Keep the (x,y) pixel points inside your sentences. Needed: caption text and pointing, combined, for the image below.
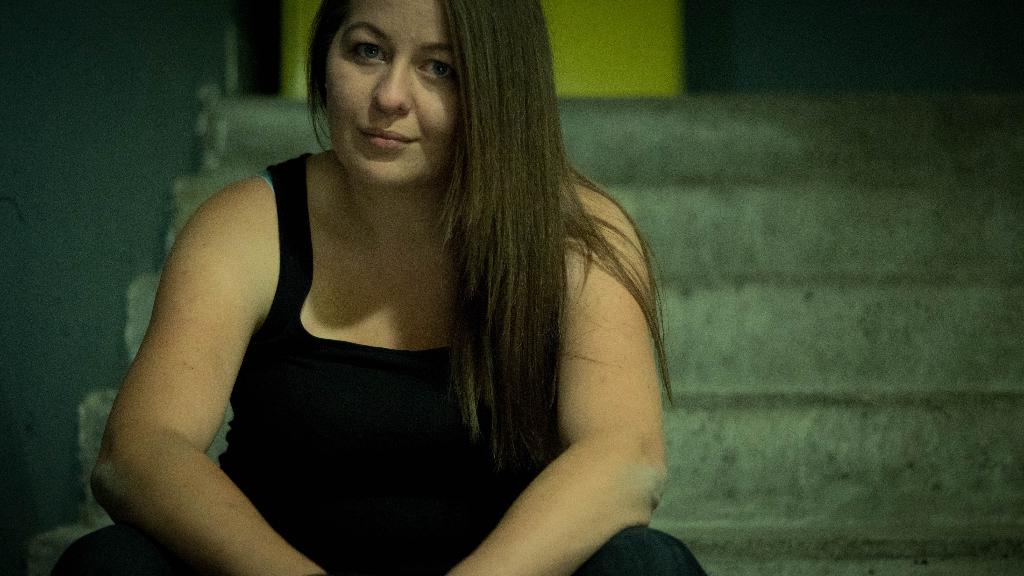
In the image there is a woman (423,421), she is wearing a black dress (333,388) and she is posing for the photograph and she is sitting on the stairs (809,574).
